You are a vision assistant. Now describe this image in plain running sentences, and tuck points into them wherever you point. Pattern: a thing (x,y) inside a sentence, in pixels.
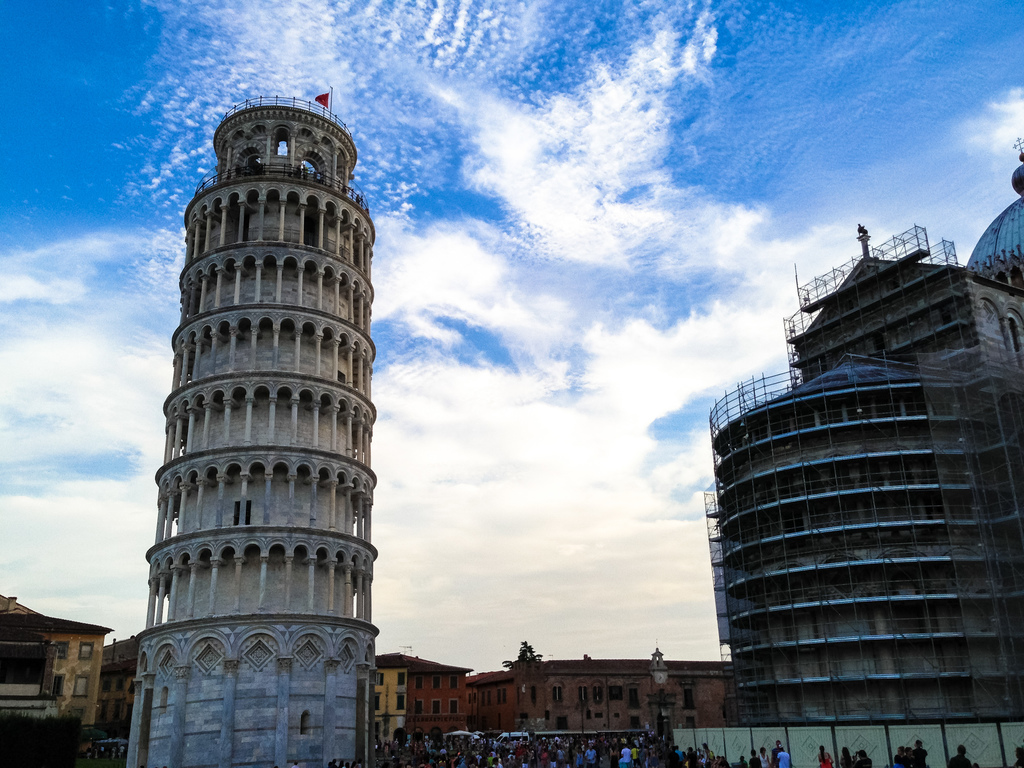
In this image there are buildings (325,658), cloudy sky (473,576), people (613,754), tree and objects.
